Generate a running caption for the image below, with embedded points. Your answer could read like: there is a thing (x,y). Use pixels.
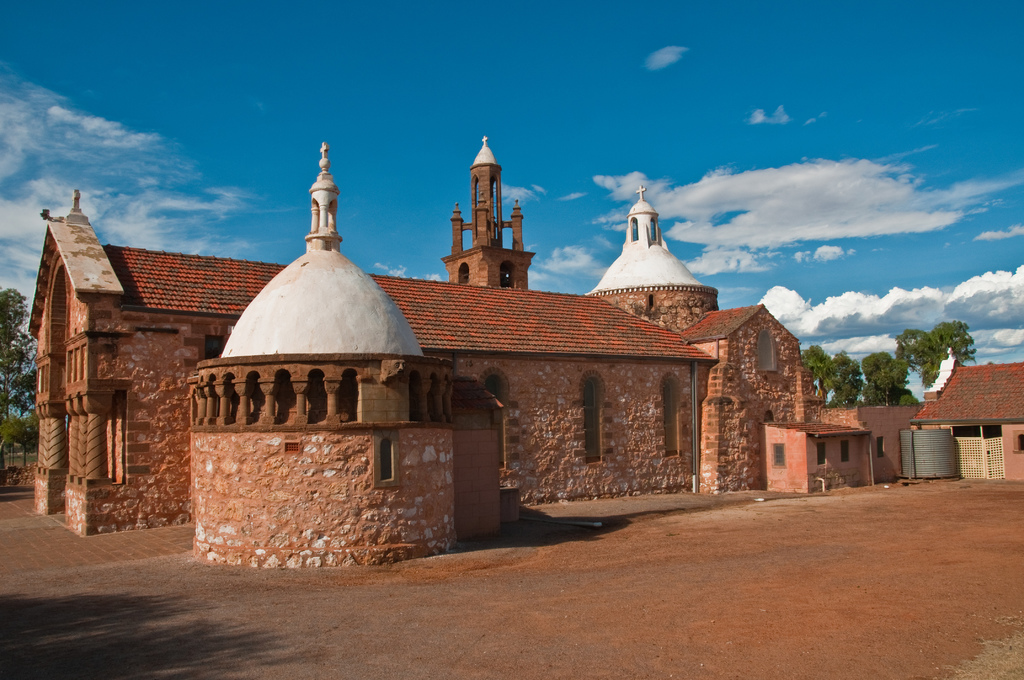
In this picture we can see house (792,442), in the background (909,400) there are trees (877,355), we can see the sky (809,78) at the top of the picture (652,69).
